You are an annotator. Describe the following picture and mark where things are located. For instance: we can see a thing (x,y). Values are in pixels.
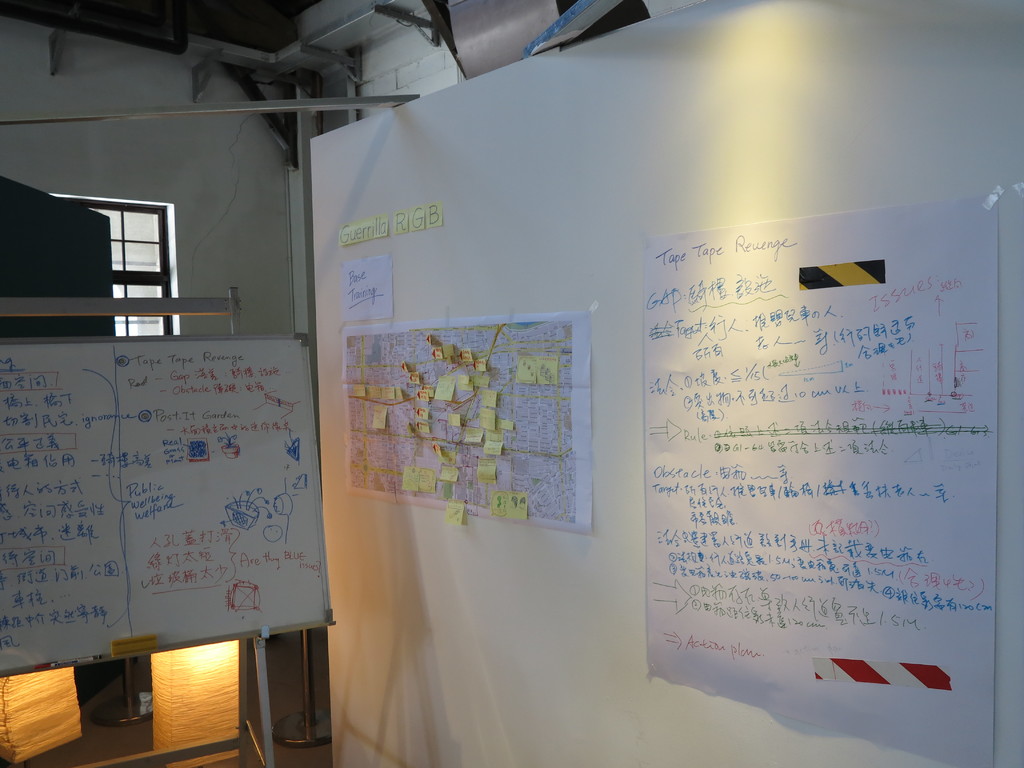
In this image we can see posters (561,371) on the white color wall (620,420). There is a whiteboard (210,397) on the left side of the image (123,522). Behind the board (114,371), we can see a window (159,241), lights (167,704), wall (156,162) and rod (181,110).
